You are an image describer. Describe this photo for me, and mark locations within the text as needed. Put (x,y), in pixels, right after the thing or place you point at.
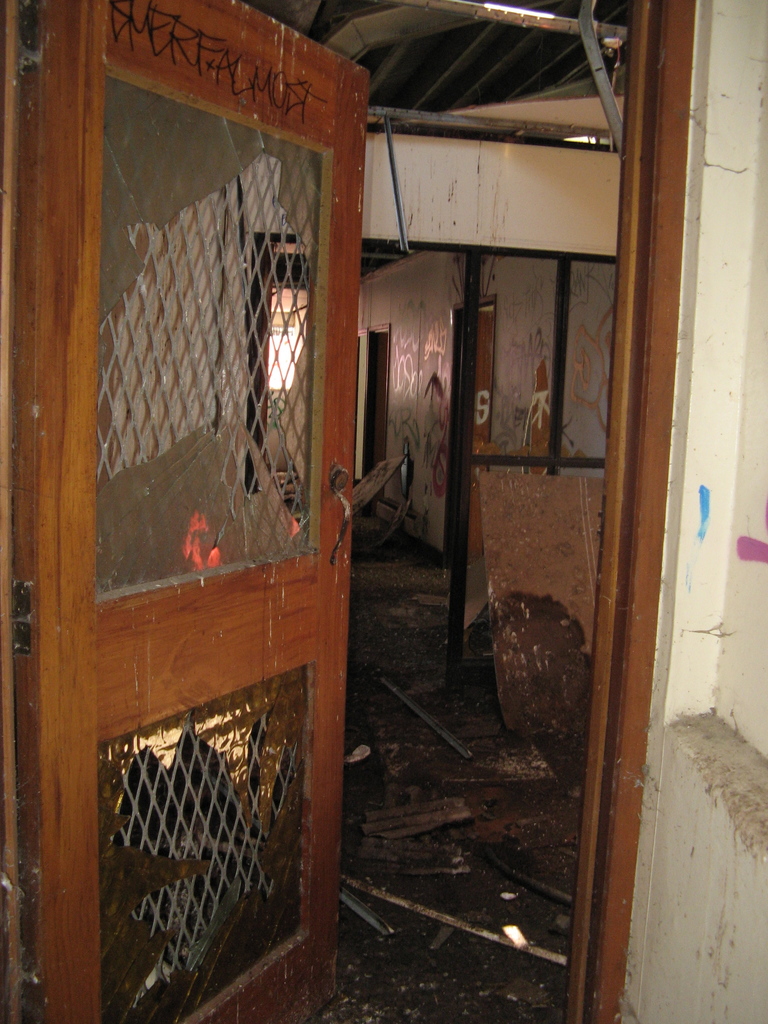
In this image we can see door (166,487), window (206,478), iron bars (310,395), grill (172,303) and wall (444,298).
